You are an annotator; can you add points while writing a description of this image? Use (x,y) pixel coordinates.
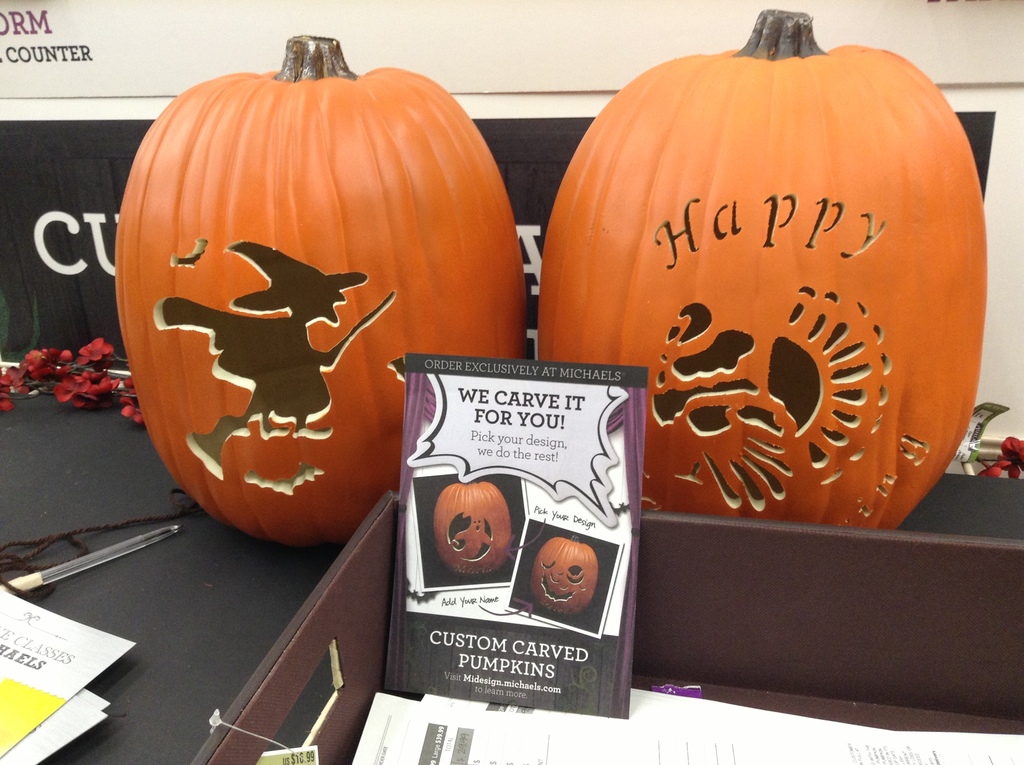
This image consists of pumpkins (165,192). In the front (498,691), we can see a card (618,637). On the left (74,716), there are papers (55,684). It looks like the pumpkins (849,188) are carved. In the background (329,5), there is a wall (554,45) along with the text (99,244). Beside the pumpkin (251,142) we can see a pen (86,557).
